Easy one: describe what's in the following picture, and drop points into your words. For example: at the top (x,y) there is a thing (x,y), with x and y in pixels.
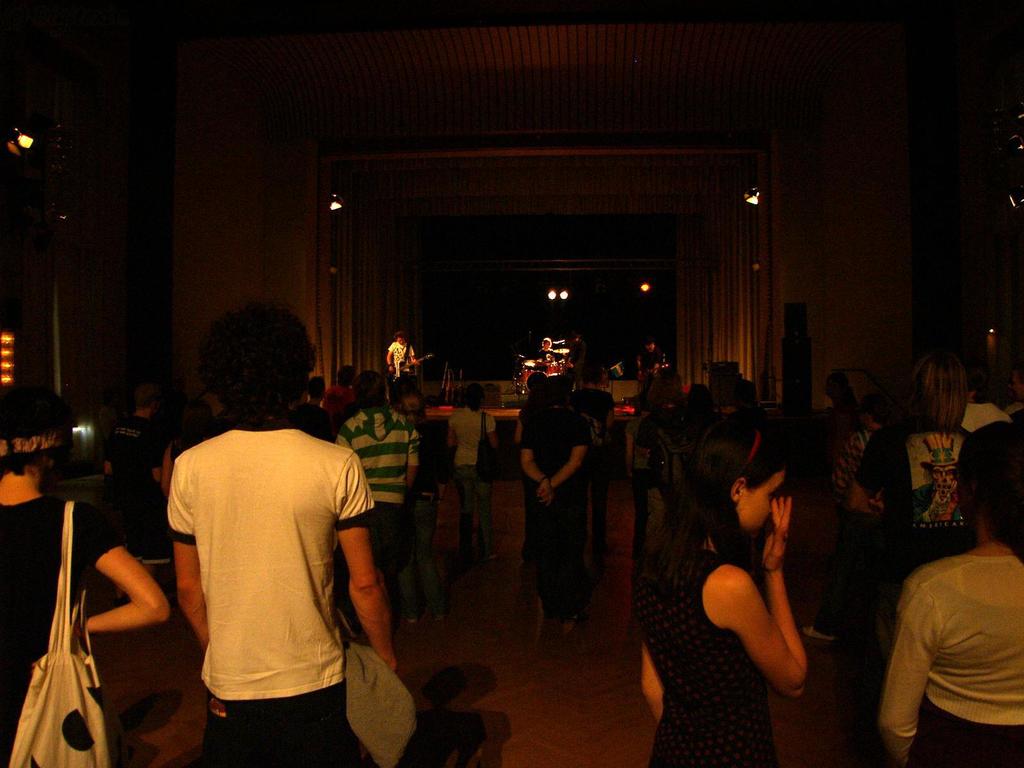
In this image there are a group of people (989,559) standing and some of them are holding some bags (58,670), in the center (579,354) there are some persons (576,369) standing and they are playing some musical instruments (527,365). And also there are some drums (545,369) in the center (539,357), at the top (498,63) there is ceiling (308,77) and wall (274,186) and some lights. On the right side (873,199) and left side (79,250) there is a wall (148,279) and lights (1016,199), at the bottom (159,702) there is floor (177,703).
